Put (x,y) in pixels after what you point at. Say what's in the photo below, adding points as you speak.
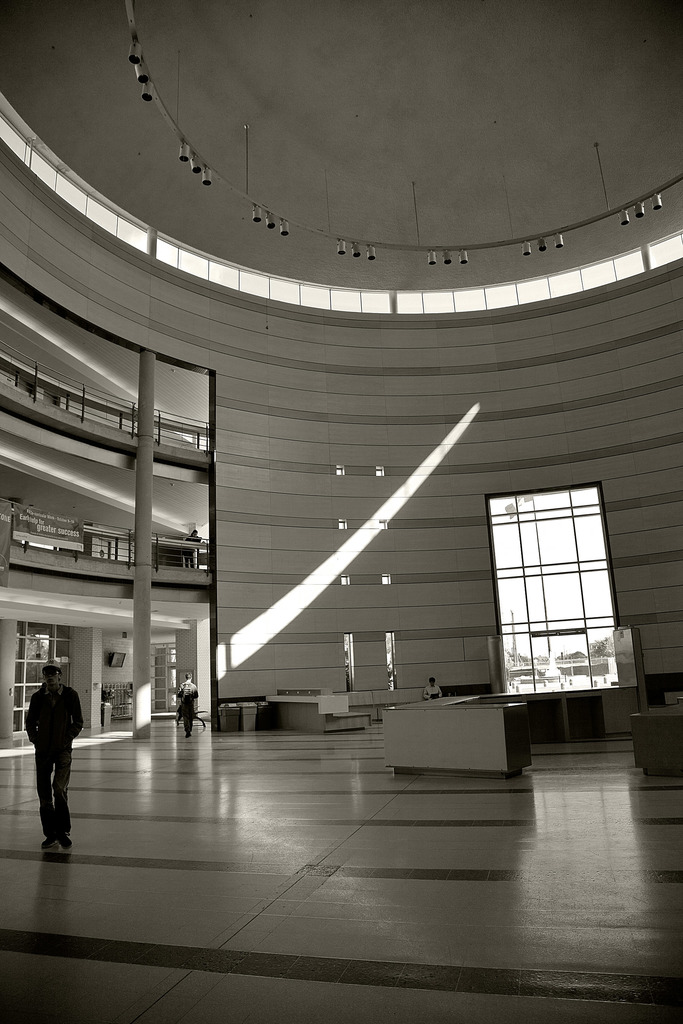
In this picture I can see there is a man (65,806) walking on to left (55,709) and there is another person (190,712) walking in the backdrop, on to right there is a person (433,691) sitting in the chair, there are few tables (516,721) here on to right (459,721) and there is a glass window (594,572) and there are many other glass windows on the roof (664,45). There are few lights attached to the ceiling (322,205) and there are railings (165,547) on to left side (107,531).
